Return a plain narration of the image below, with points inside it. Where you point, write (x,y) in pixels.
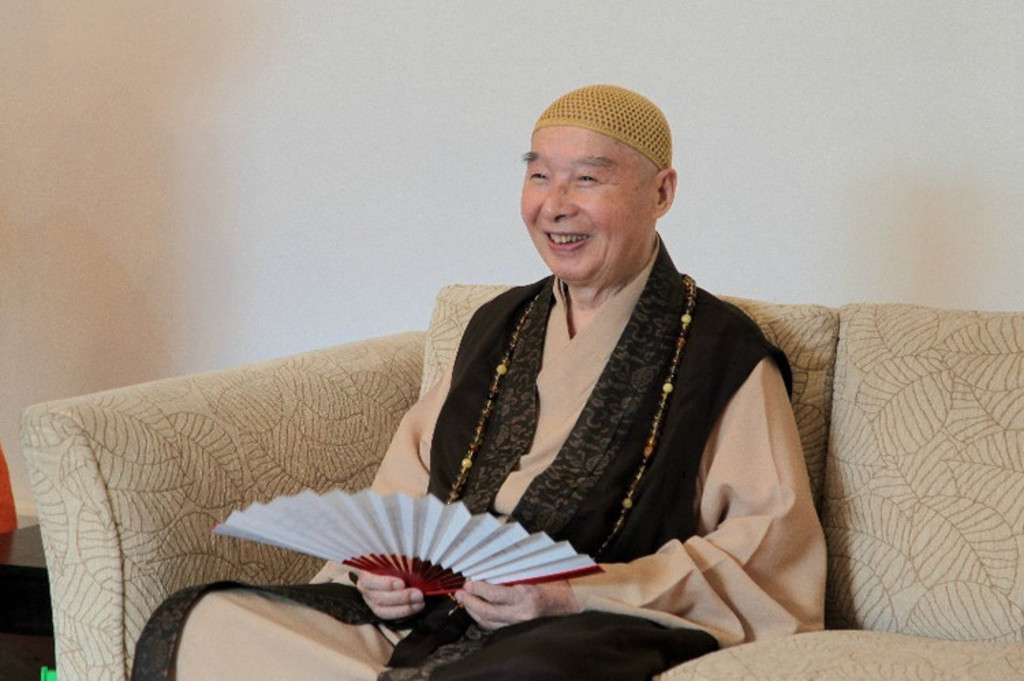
The picture is taken in a room (424,323). In the foreground of the picture (652,412) there is a person (591,427) sitting in a couch (898,451). On the left (28,545) there is a desk (21,557). In the background (352,50) it is wall (285,153) painted white.
